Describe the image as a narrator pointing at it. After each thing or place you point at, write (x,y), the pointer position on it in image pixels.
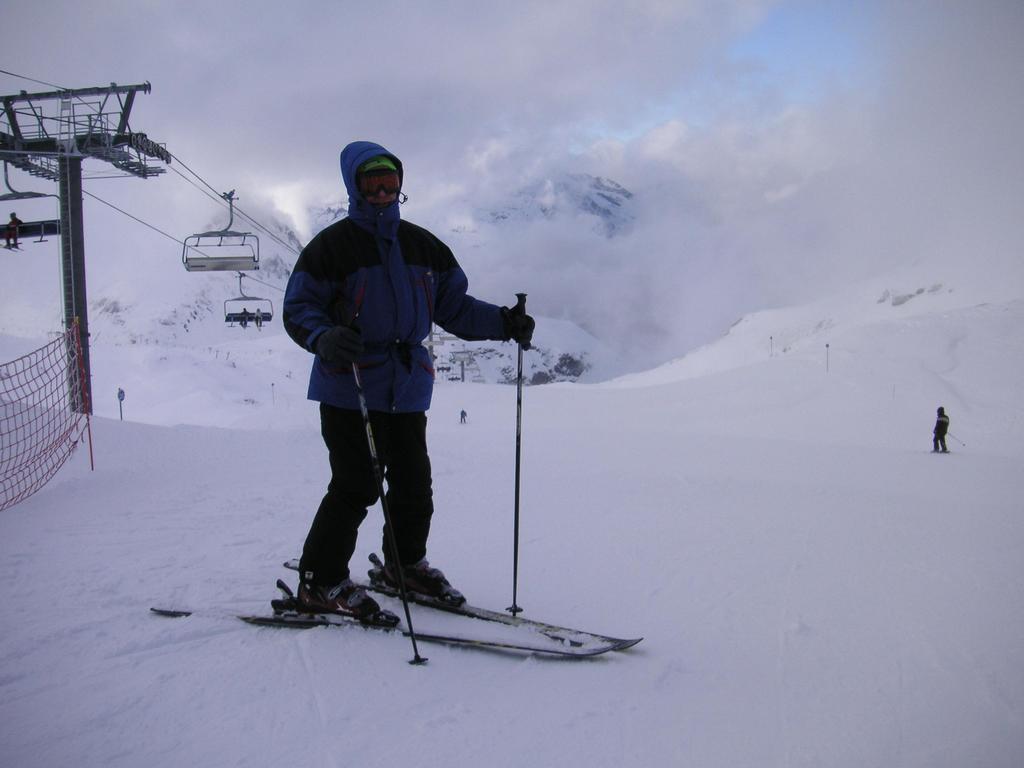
In this image we can see people (354,479) standing on the snow (450,556) on the ski boards (463,612). In the background (556,168) there are sky (635,123), mountains (544,316), net (49,346) and persons (244,315) sitting in the ropeway (221,232).
